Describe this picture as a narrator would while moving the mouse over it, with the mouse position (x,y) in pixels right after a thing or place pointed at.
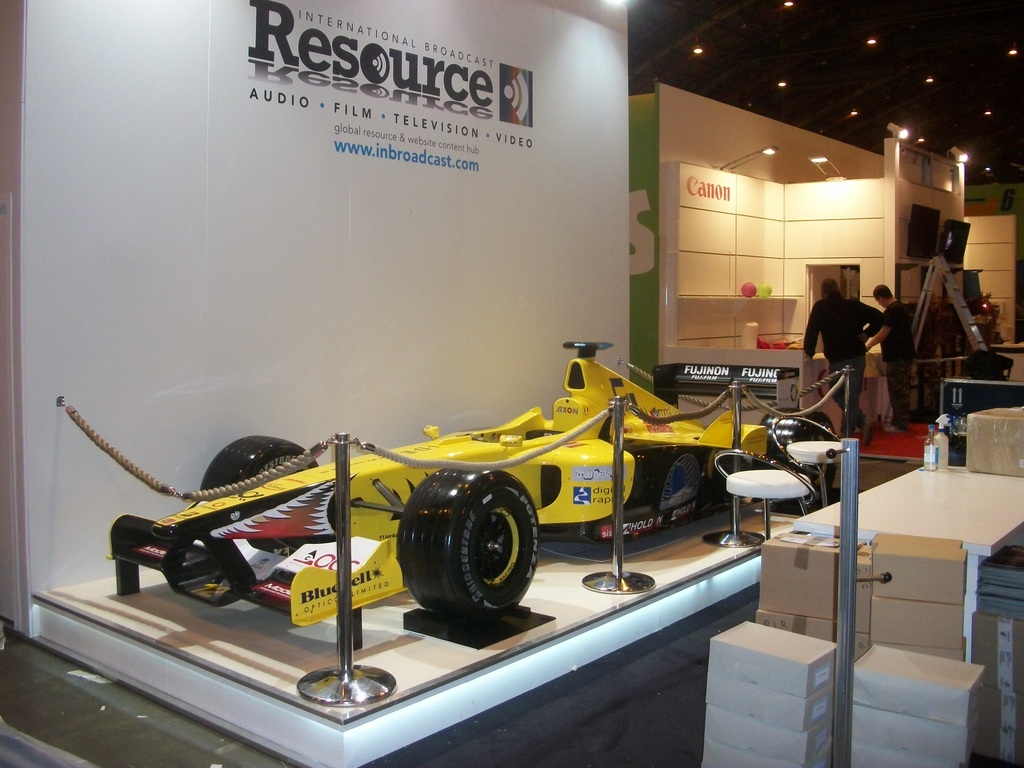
In this picture there is a vehicle (531,491) behind the railing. On the right side of the image (757,752) there are boxes (757,752) and there are bottles (944,456) and there is a box (1003,455) on the table (976,558). At the back (813,320) there are two persons (836,297) standing and there is a ladder (968,306) and there are televisions (963,247) on the wall (889,210). At the top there are lights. On the left side of the image (171,86) there is a hoarding (316,87) and there is a text (345,95) on the hoarding (296,81).
